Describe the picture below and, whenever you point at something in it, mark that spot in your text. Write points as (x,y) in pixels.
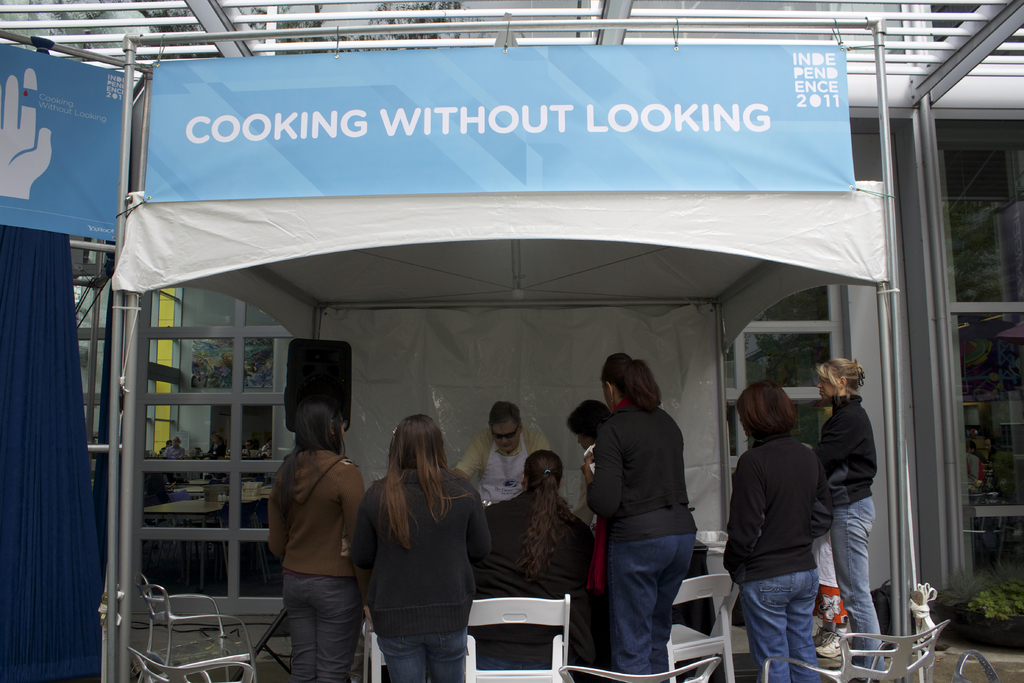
In this picture there are six ladies (638,511) In front of them there is a man (509,431) standing. On top of them there is a tent (501,232). And to the left side (322,362) there is a speaker (308,383). And in the top (549,98) we can see a poster (625,101). In the background (956,295) there are glass windows (979,317). And to the left side (24,448) there is a blue color curtain (63,418).
